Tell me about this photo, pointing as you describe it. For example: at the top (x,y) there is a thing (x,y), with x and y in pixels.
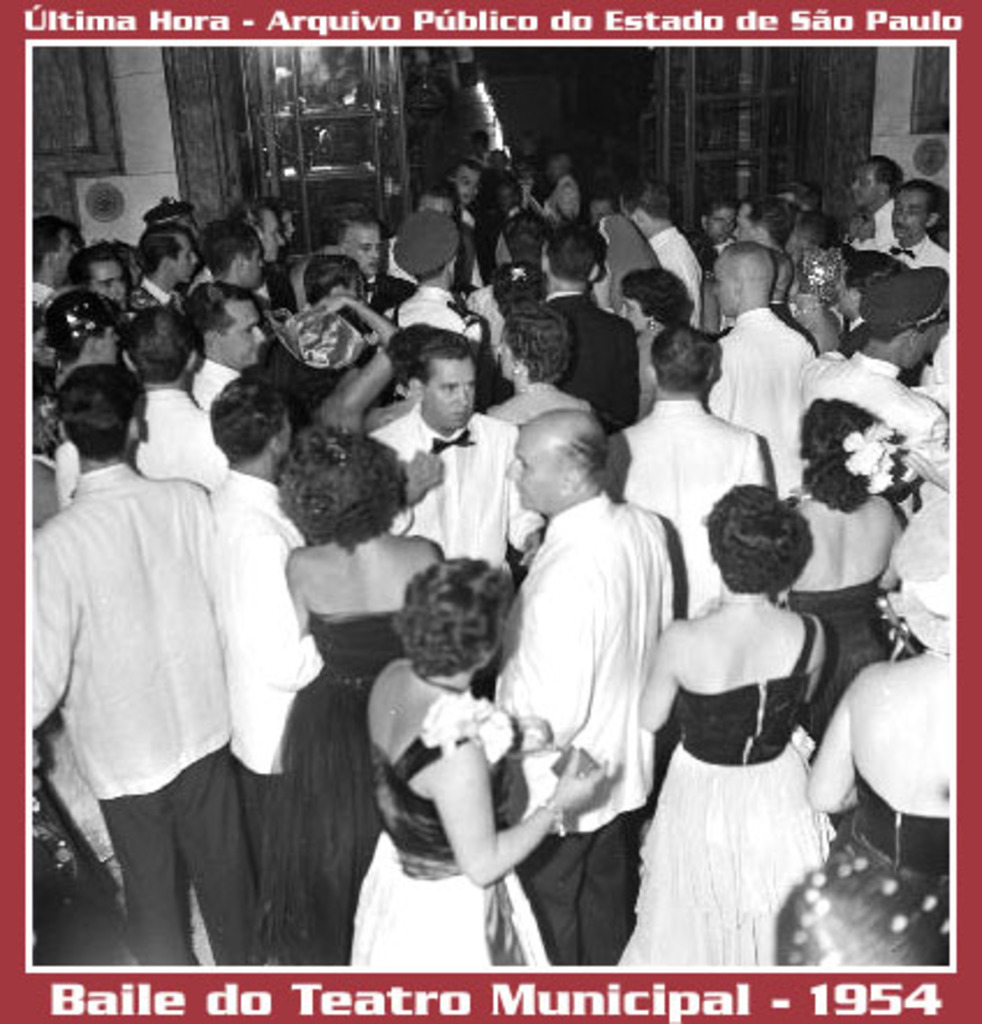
There are group of people (648,744) standing. In the background (210,140) we can see wall (162,101) and door (349,128) and we can see text (276,1009).
